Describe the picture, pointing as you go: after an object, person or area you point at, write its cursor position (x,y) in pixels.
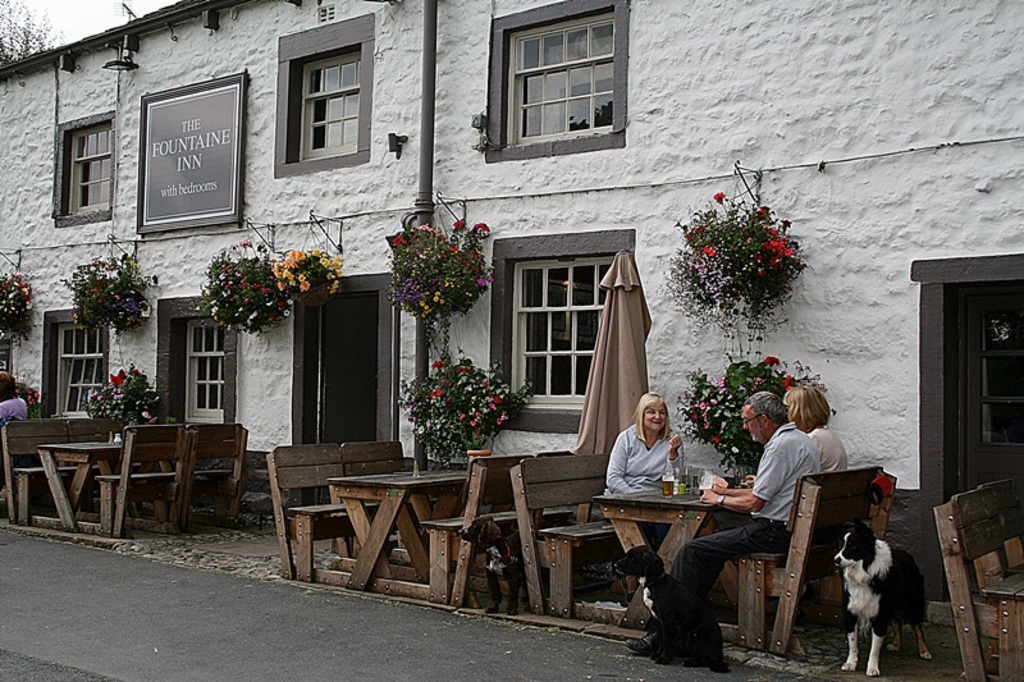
There are many benches (554,547) and tables (379,473). On the right corner (759,470) three persons (770,464) are sitting on the bench (561,517). On the table (680,515) there are bottles (680,490) and many other items (705,483). On the right corner (897,585) there is a dog (899,571). And there is a building (322,104). On building (74,127) there are windows (327,120). There are hanging flowers (472,269), plants (433,282). There is a door (357,335) and pillar (431,118). And on the wall (135,173) there is a name board (190,164).
